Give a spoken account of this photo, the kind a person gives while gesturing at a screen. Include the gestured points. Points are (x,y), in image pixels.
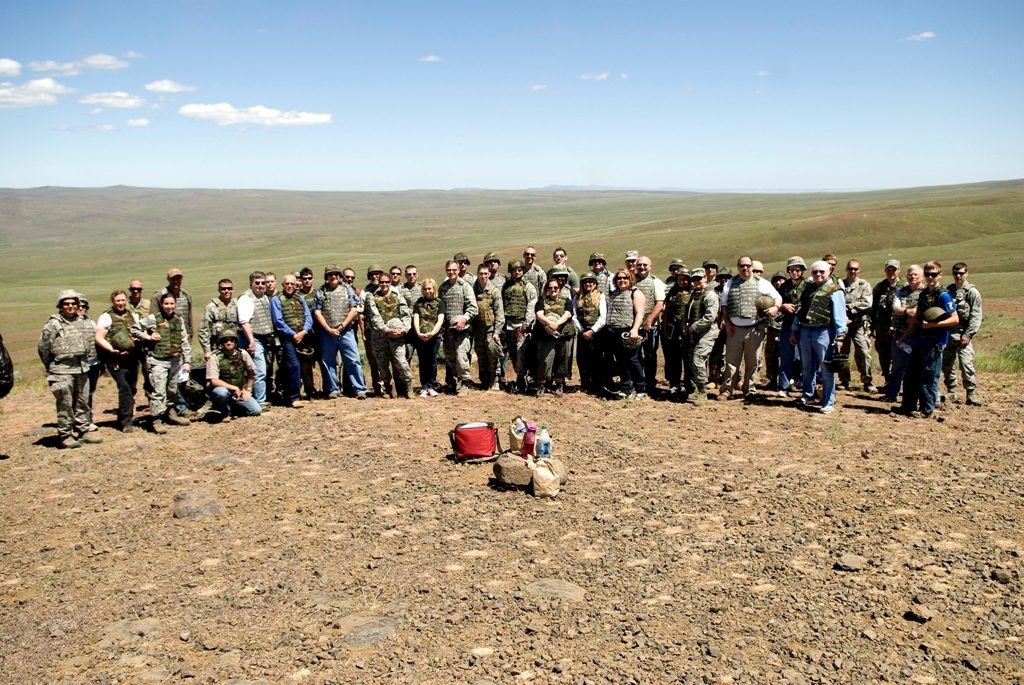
In this image there are group of persons (389,337) standing and smiling. In the center (458,453) there are objects (486,446) on the ground (488,464). In the background (543,223) there is grass (517,210) on the ground (510,231) and the sky (321,23) is cloudy.
